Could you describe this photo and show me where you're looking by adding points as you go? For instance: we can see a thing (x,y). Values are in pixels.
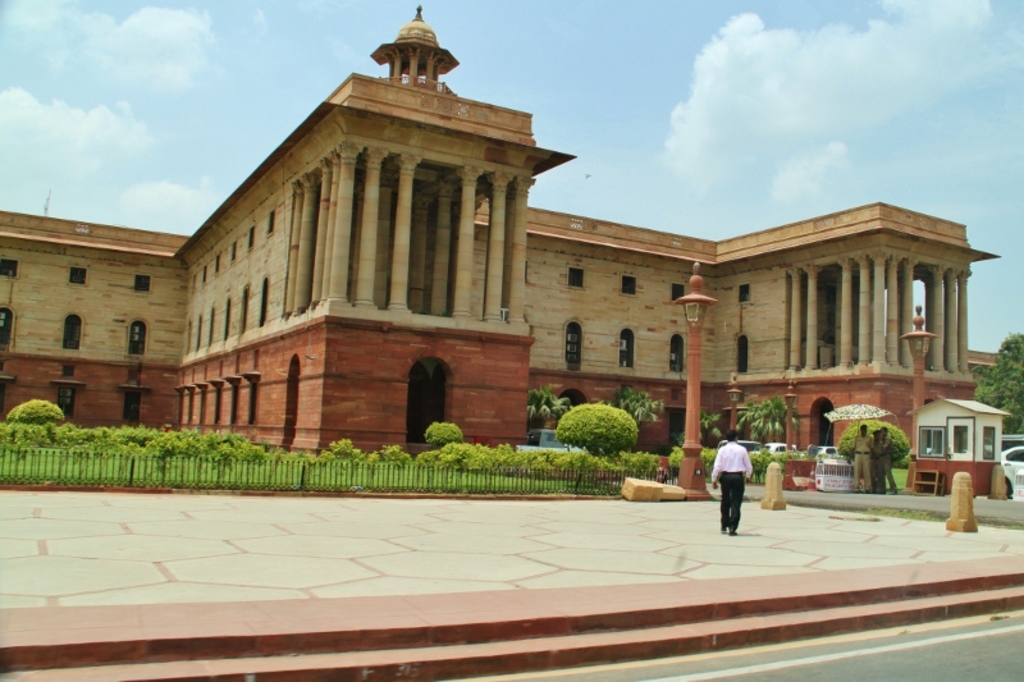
Here in this picture we can see a monumental building (305,282) with number of windows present over a place and in the front (735,500) we can see a person (727,478) walking on the ground (737,536) and we can see two persons (858,457) standing over a place with an umbrella (866,412) above them and we can also see grass (45,456), plants (630,463) and trees (991,384) present on the ground (839,521) and we can see clouds (749,16) in the sky (568,26).
